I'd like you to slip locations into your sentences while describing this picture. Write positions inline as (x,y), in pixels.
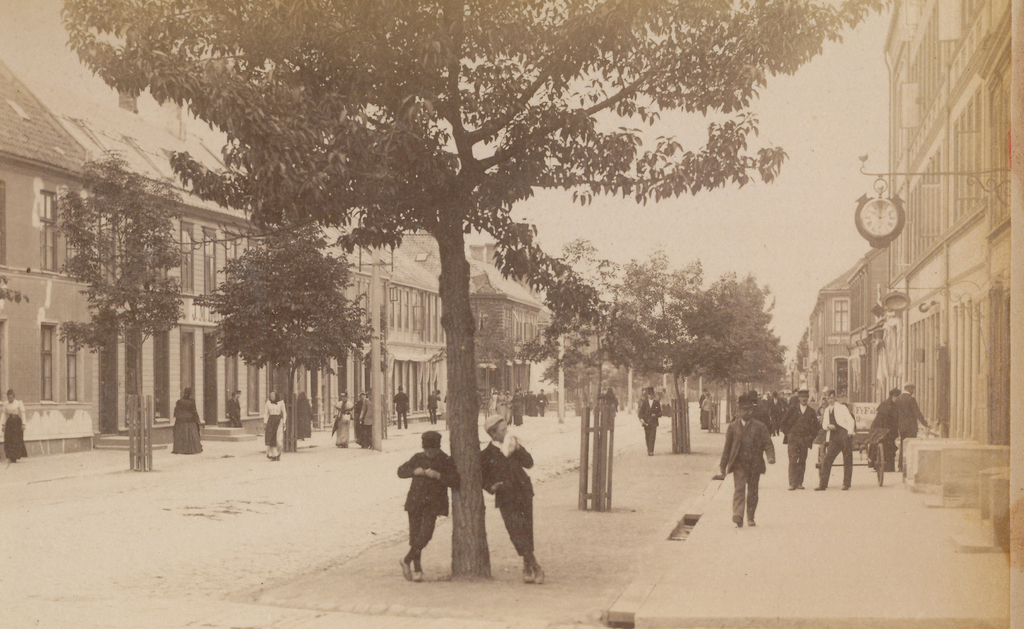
This is the picture of a city (129,504). In this image there are group of people (762,413). In this image there are buildings (483,287) and trees (579,300). On the right side of the image (999,170) there is a clock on the building (1005,528) and there is a vehicle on the footpath (933,550).
